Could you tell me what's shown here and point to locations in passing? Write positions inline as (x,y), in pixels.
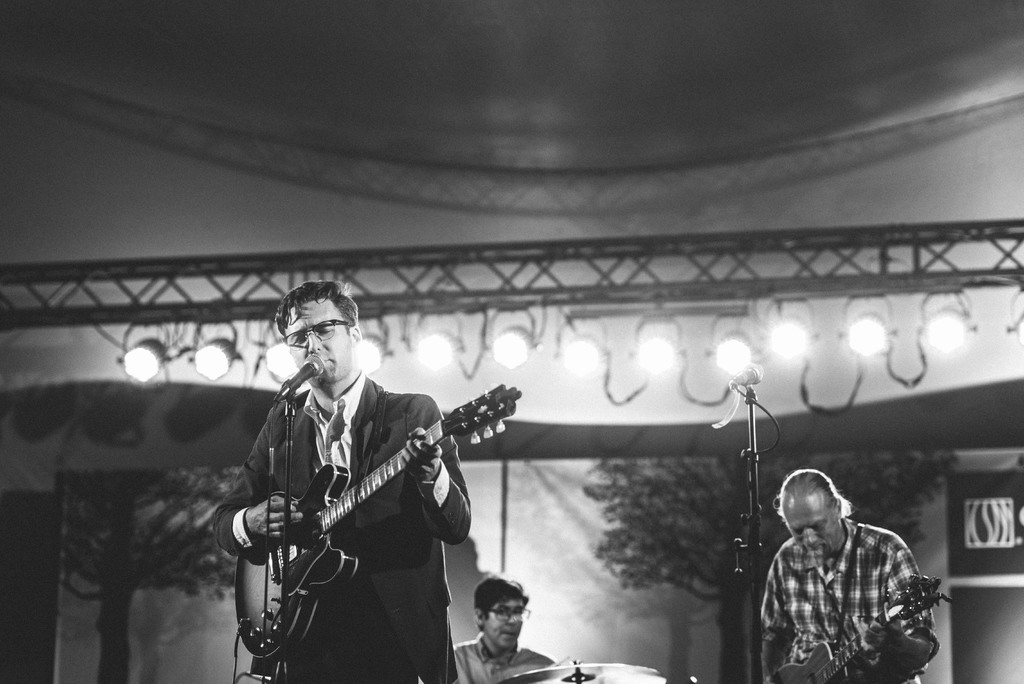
In this image there are three persons (455,487) at the foreground of the image (321,485) there is a person (398,536) wearing black color dress (381,543) playing guitar (329,523) and at the background of the image (857,556) there is a person (845,597) playing guitar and at the middle of the image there is a person (499,625) beating drums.
